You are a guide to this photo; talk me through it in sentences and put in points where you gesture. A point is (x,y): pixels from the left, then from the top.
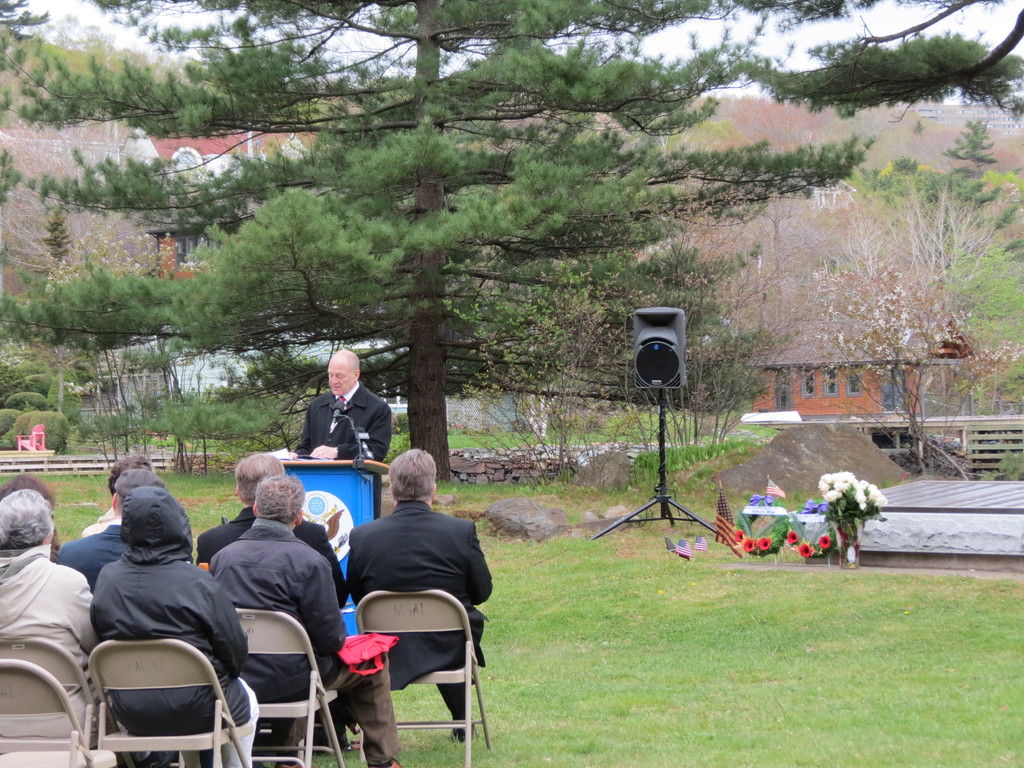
In the image we can see there are people (333,563) sitting on the chairs (290,628) and there is a man (354,406) standing near the podium (325,460). There is a mic (364,433) kept on the podium (360,475) and there is ground (738,660) covered with grass (697,670). There is a speaker (655,375) kept on the stand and there are trees (999,393).
